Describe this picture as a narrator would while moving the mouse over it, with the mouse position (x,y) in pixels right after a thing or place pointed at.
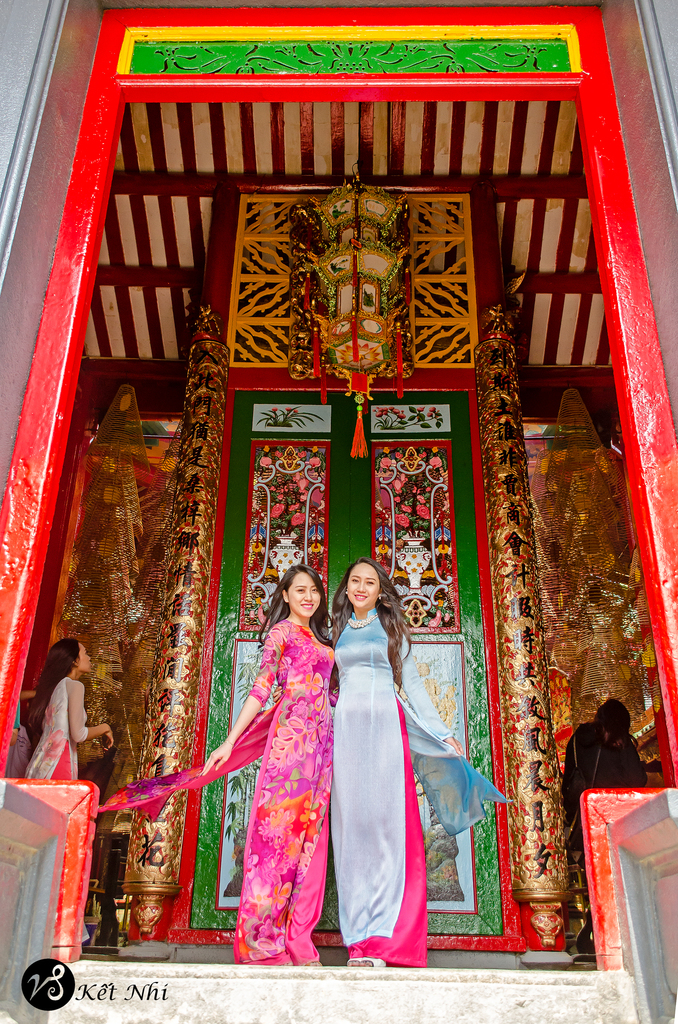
In the center of the image (303,671) we can see women (280,802) standing on the floor (148,979). In the background (534,846) there is a door (440,466) and building (213,462).
